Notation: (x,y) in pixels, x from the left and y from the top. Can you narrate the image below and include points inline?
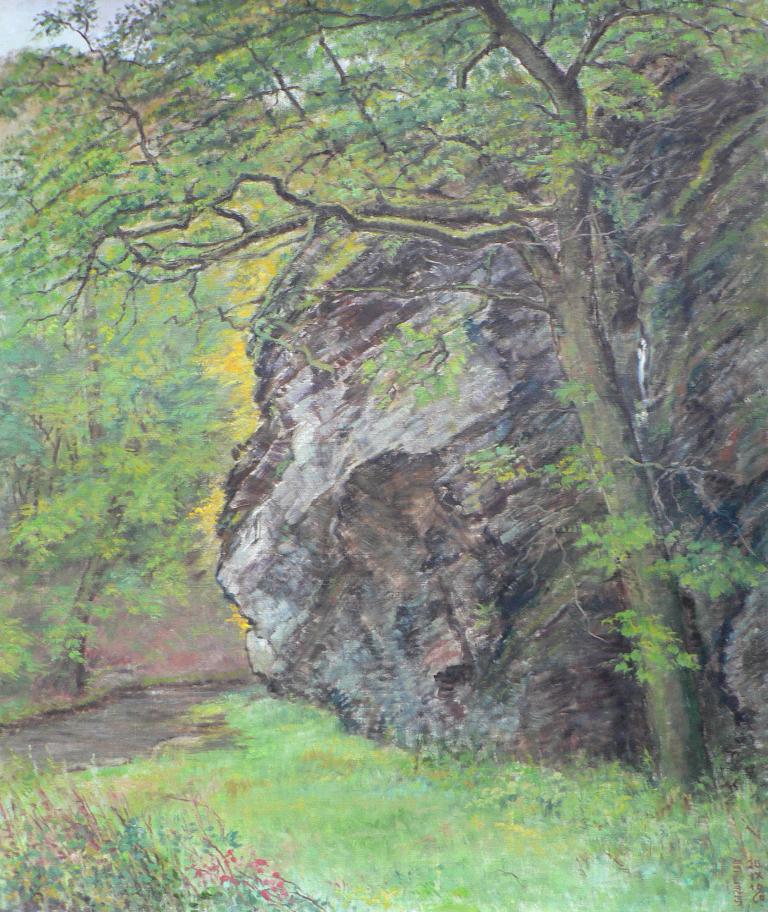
In this picture we can see the painting (255,484) of trees (62,335), a rock (309,604) and grass (299,746). In the top left corner of the image (23,21), there is the sky (25,26).
